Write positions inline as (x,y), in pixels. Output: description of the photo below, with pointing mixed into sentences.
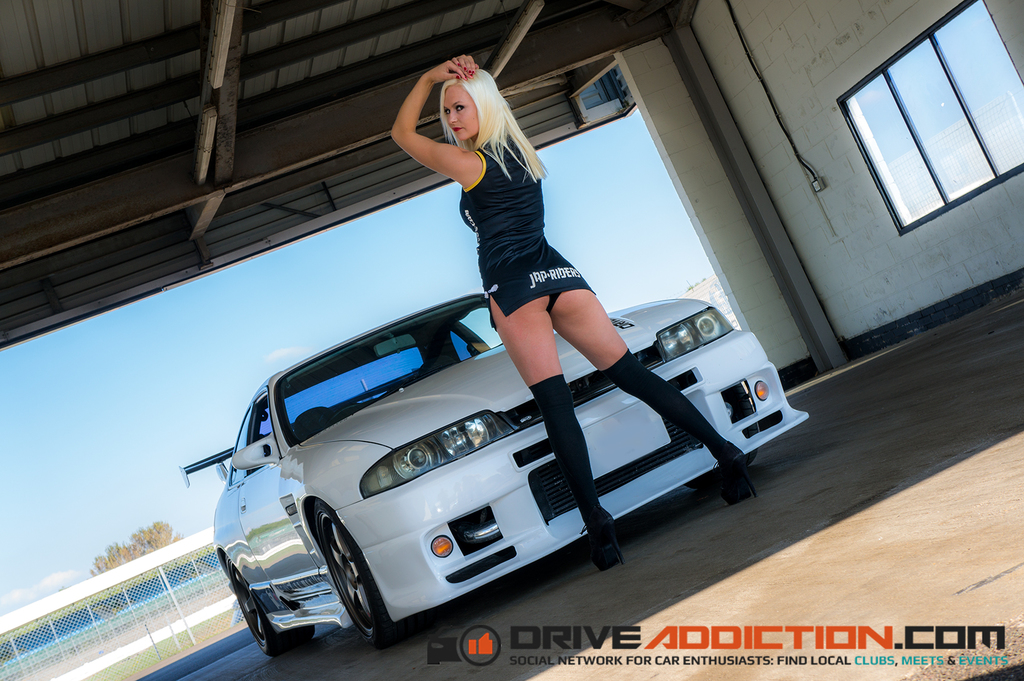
In this image we can see a girl (506,229) is standing in front of the white car (403,473) and some text (668,625) was written on the right bottom side of the image (826,659).
